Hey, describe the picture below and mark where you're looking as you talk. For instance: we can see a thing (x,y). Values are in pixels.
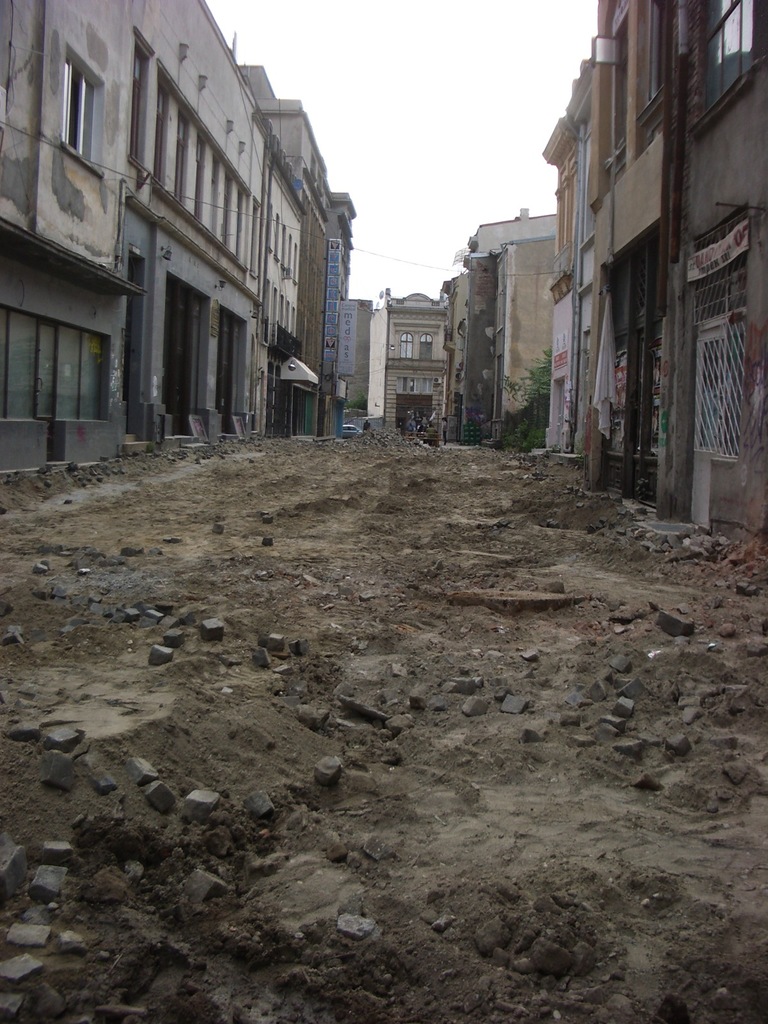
In this picture we can see there are stones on the path (315,517). On the left (246,376) and right side of the path (355,440) there are buildings (149,236) and boards (339,392). Behind the buildings (343,272) there is the sky (409,107).
